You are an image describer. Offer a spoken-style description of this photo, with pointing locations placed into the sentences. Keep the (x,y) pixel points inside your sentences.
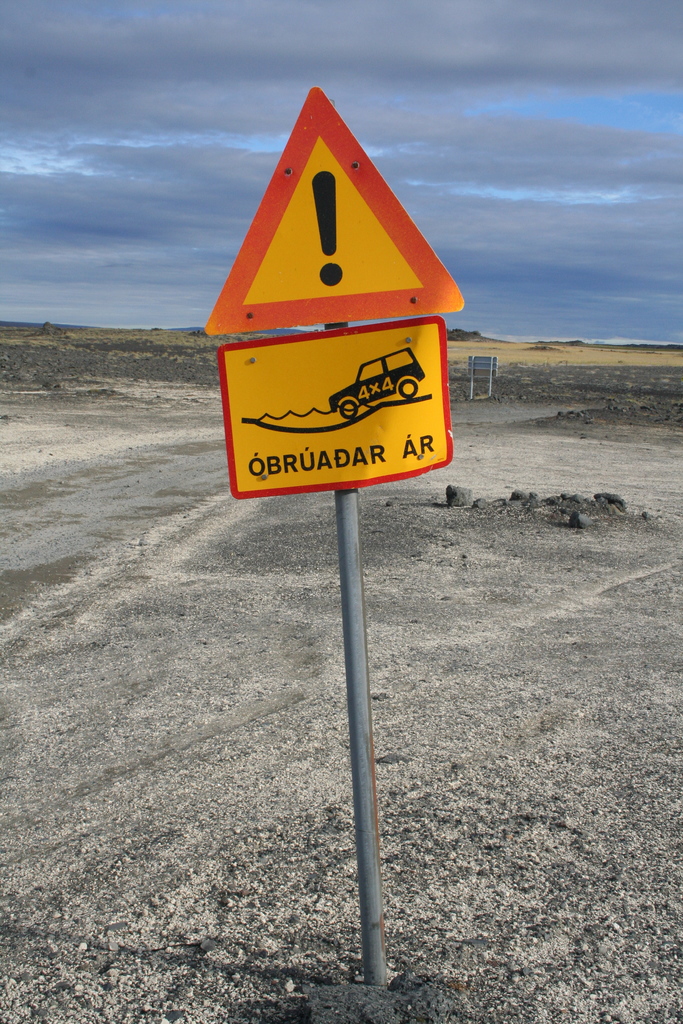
In this image we can see there is a pole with sign board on the ground (403,805).
